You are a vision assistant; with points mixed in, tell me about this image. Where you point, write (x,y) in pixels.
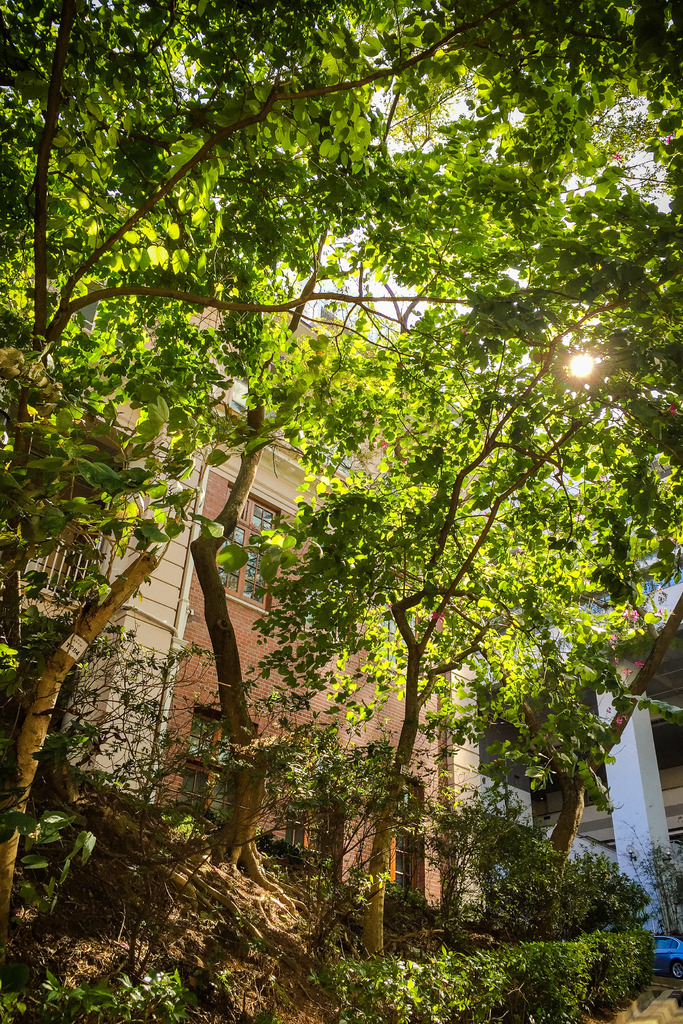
In this image in the foreground (333,768) there are some trees (411,717), and in the background (200,688) there are some houses (202,679). On the right side (625,802) there is a pillar (637,801).
